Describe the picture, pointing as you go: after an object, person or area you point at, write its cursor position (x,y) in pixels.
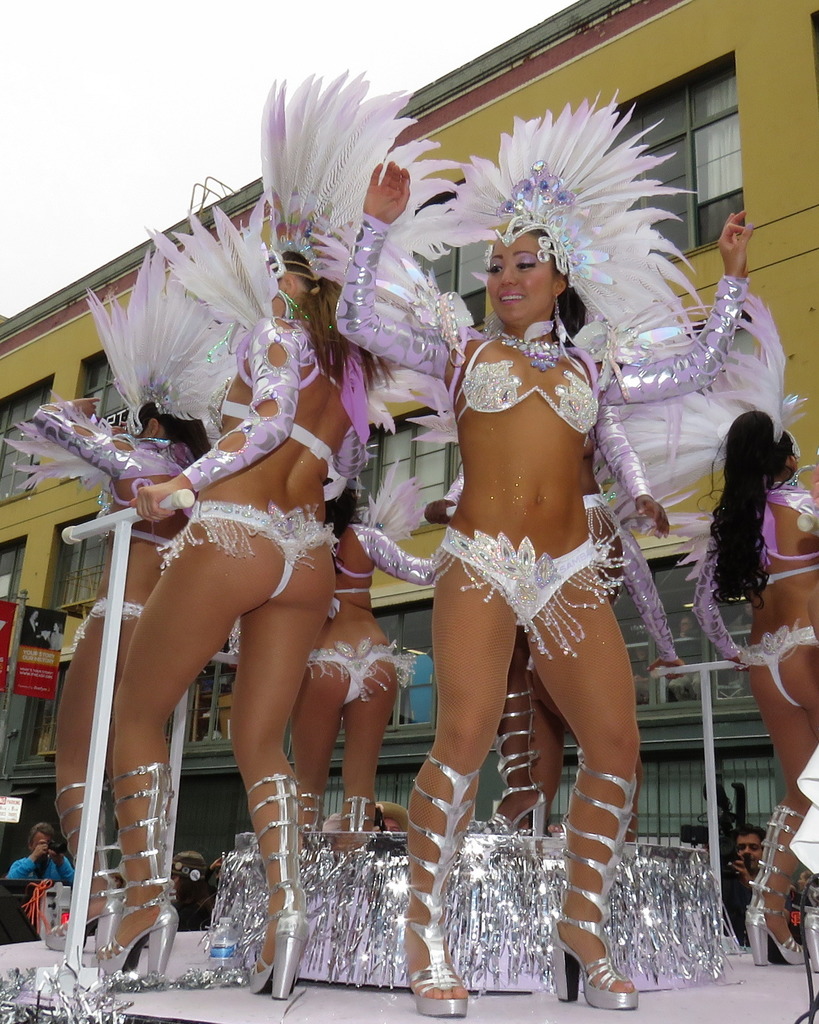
In this image we can see a few people (447,601) wearing costumes (706,423), on the stage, we can see a table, there are some persons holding the cameras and taking pictures, also we can see a building (204,791) and a board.
